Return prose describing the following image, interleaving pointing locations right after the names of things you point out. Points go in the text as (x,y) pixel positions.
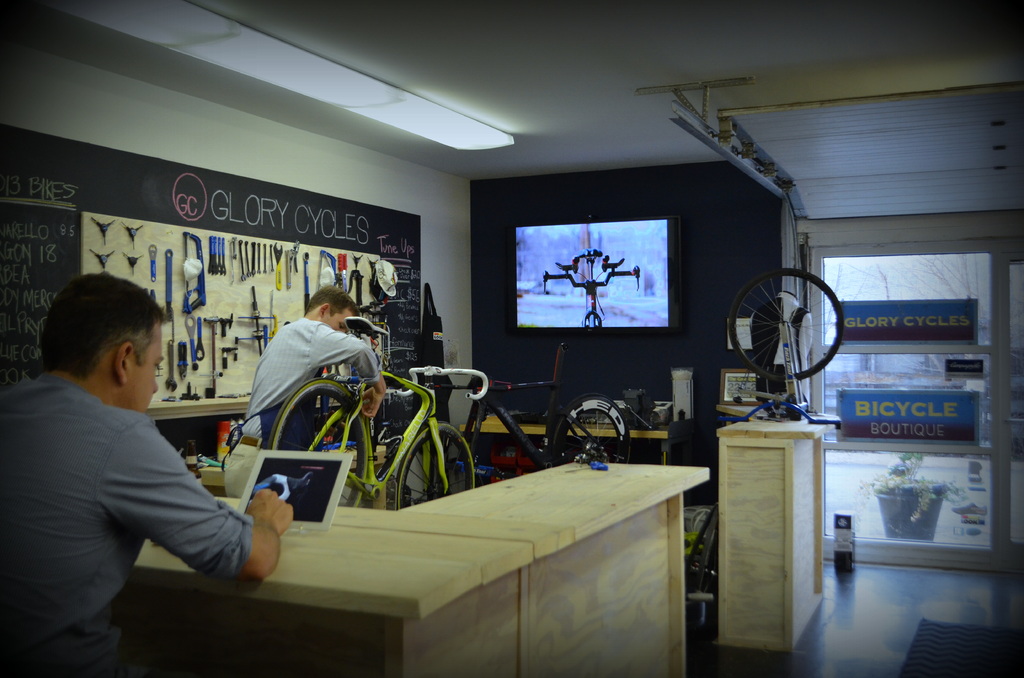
This is an image clicked inside the room (191,429). On the left side (57,528) there is a person (57,525) sitting beside the table (194,589). In front of this person (104,488) there is another man (297,366) who is holding a bicycle (370,438) in his hands (368,413). On the right side of the image (897,357) there is a door (931,443).
